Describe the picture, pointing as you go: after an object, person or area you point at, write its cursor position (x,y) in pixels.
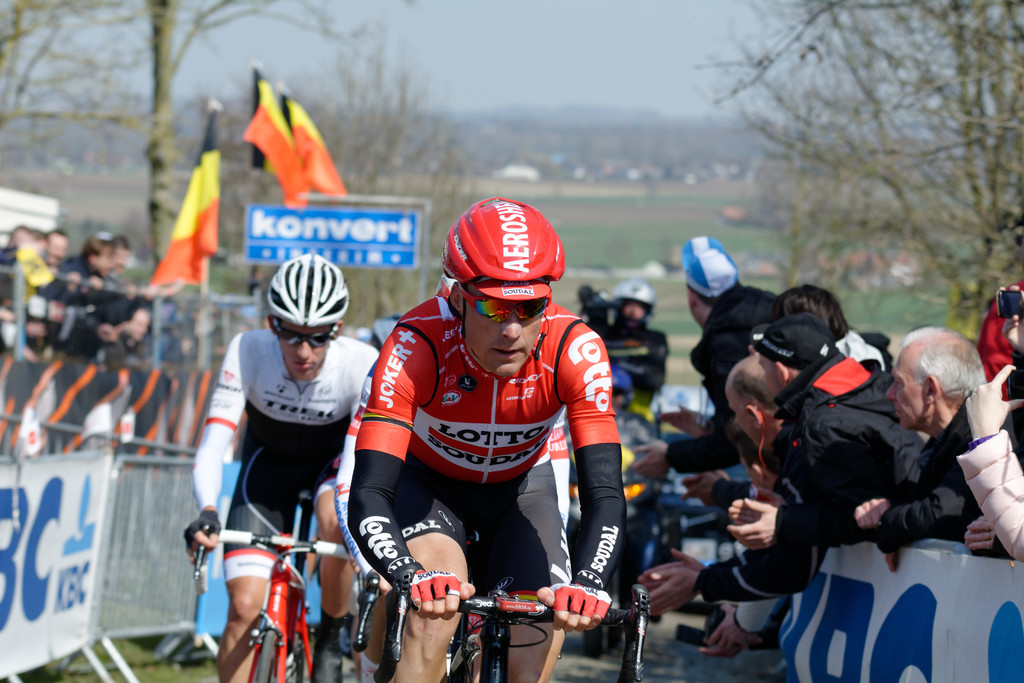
In this image, we can see few people (319,637) are riding bicycles (329,545). Here we can see a group of people (834,542), banners (10,634), barricade (133,571), flags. Background (548,150) we can see the blur view. Here we can see trees (923,182) and sky (512,76).
